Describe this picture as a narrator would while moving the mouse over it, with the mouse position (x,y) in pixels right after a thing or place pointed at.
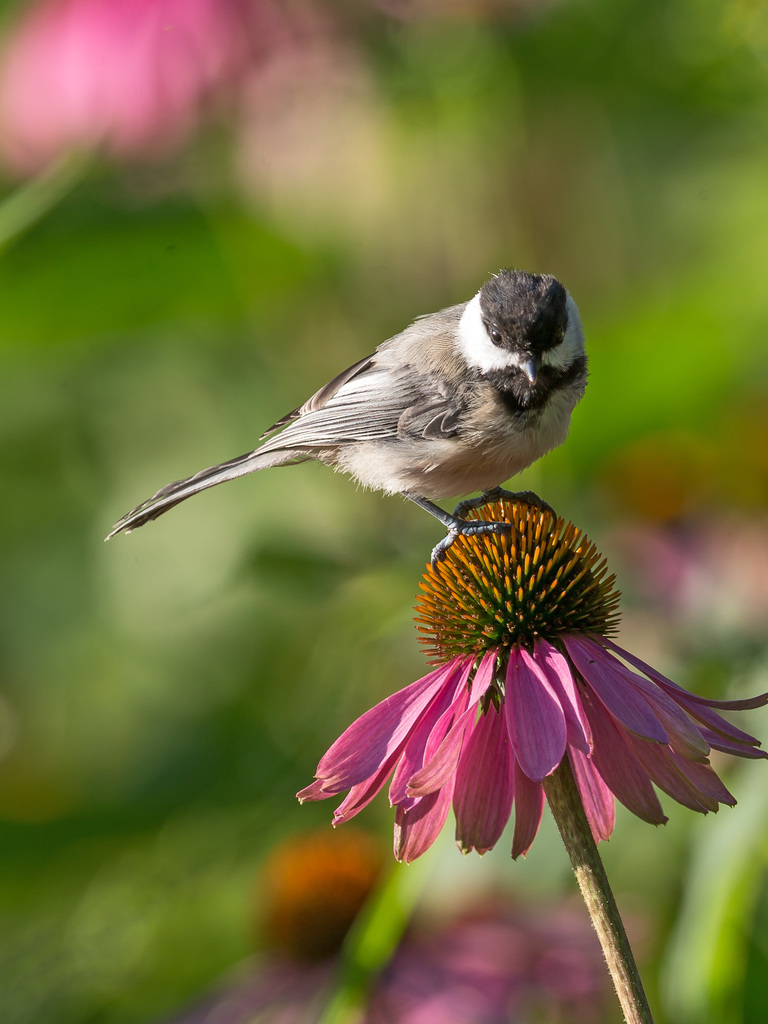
In this image we can see a bird (464,341) on the flower (568,629). In the background (154,60) the image is blur but we can see flowers (277,69).
